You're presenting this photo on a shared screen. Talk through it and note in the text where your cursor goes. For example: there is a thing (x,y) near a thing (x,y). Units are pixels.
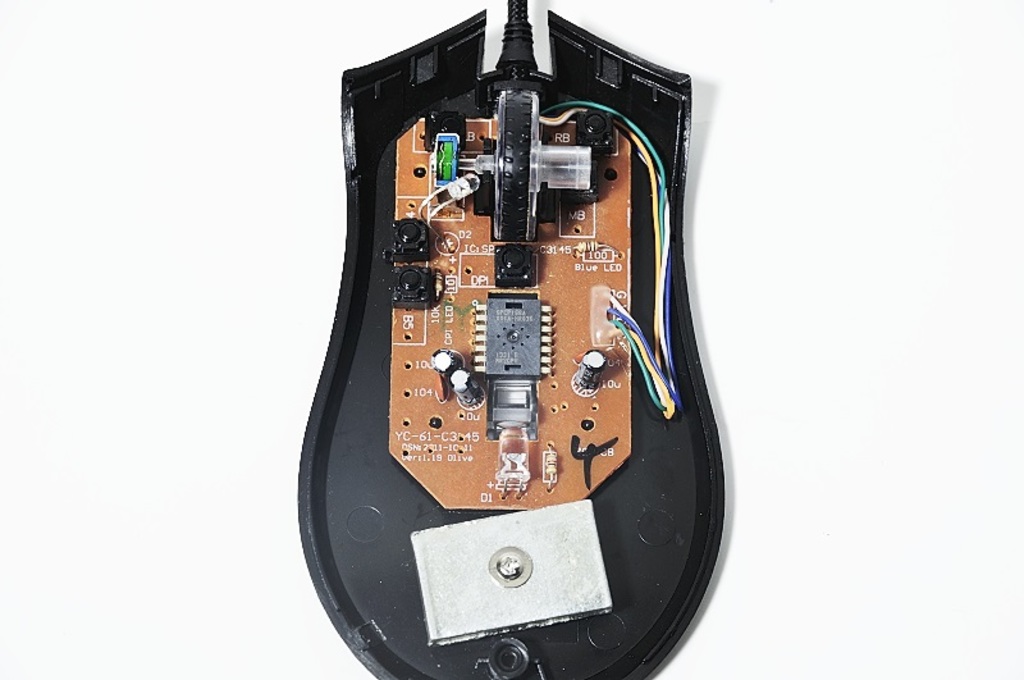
In this image I see the circuits (482,269) and the wires (638,133) on the black color thing (426,105) and I see the white color thing (514,544) over here and it is white in the background (260,189).
